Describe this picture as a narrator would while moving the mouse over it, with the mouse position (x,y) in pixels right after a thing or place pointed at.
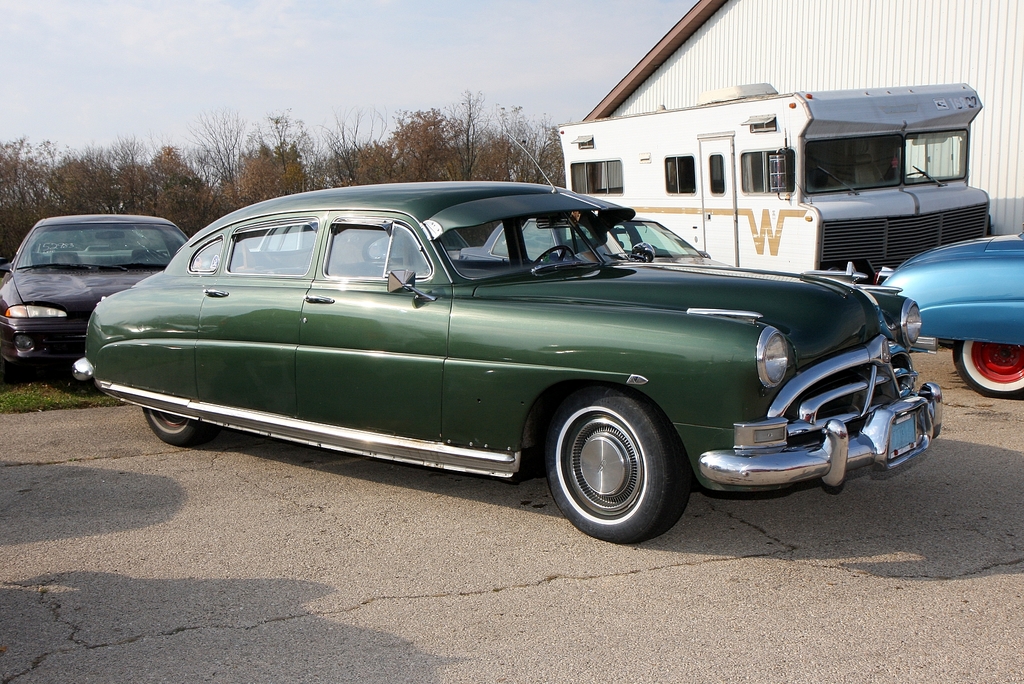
In the picture we can see four cars (520,442) and a bus (679,117) are parked on the surface (910,502) and behind it, we can see the trees (417,121) and the sky (589,18).
